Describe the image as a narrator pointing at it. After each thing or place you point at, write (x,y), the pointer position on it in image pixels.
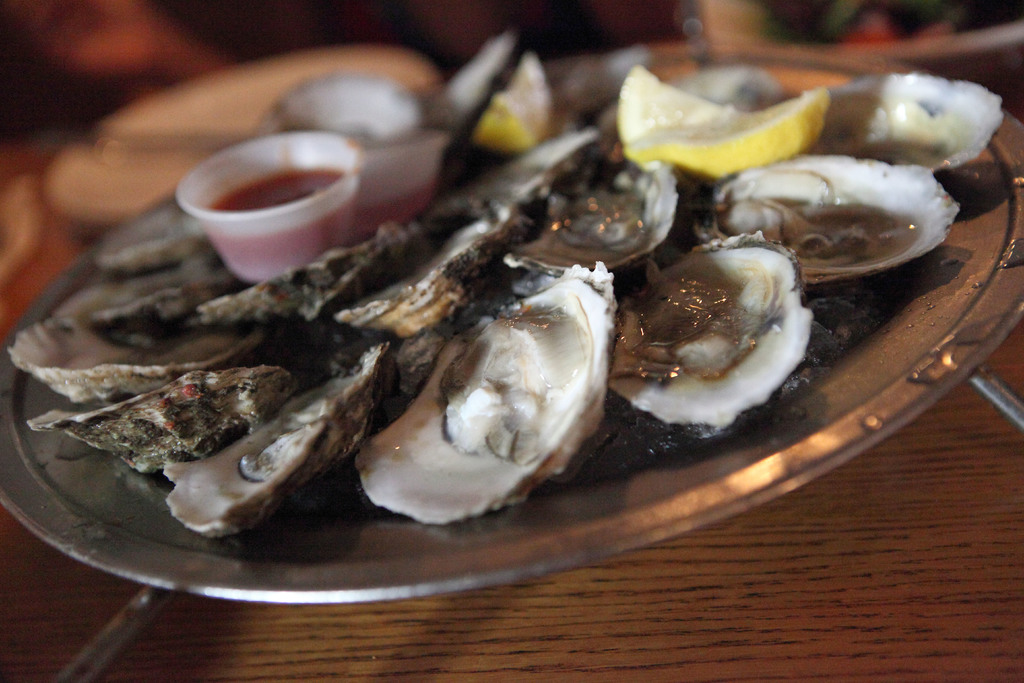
In this image there is a plate (808,418) on which there are shellfish (604,352) one beside the other. In the middle (352,239) there is a cup (293,210) of sauce (256,190). Beside it there are two lemon pieces (632,113). In the background (184,120) there are plates (73,206) on the table (30,252).
